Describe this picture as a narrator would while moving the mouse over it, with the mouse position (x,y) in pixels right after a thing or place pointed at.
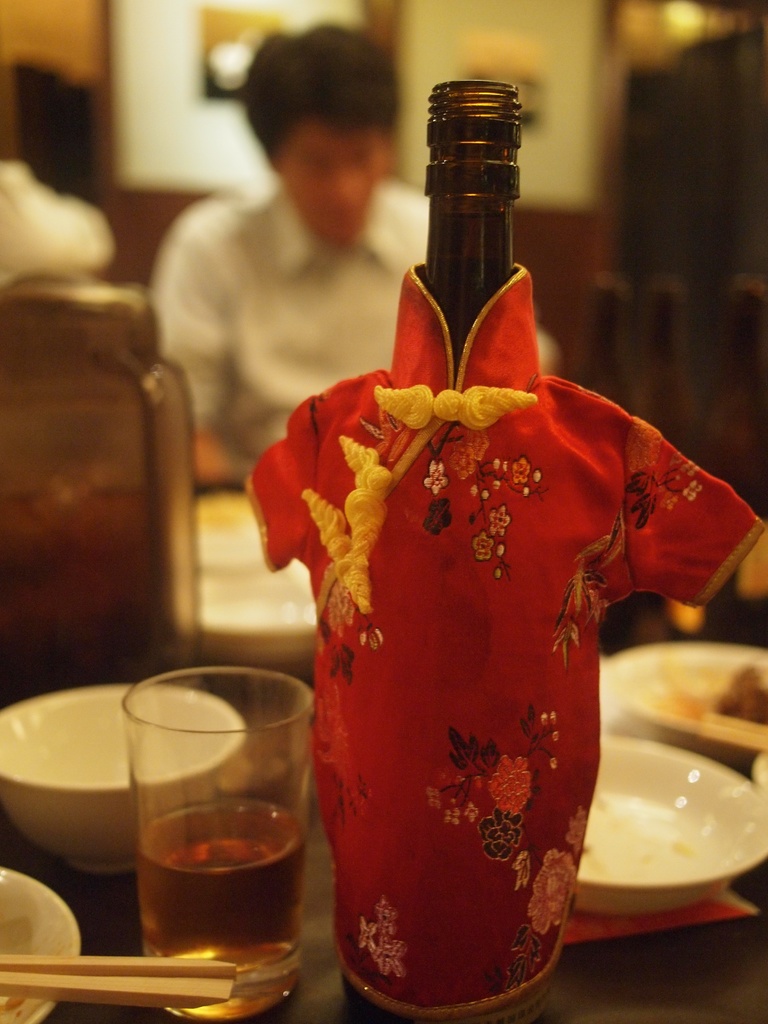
In the picture we can see a table (312,942) on it, we can see a glass of wine (283,953) and besides, we can see some bowls (641,778) which are white in color and a bottle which is dressed up with a shirt (418,812) which is red in color and in the background (248,420), we can see some person (269,411) sitting on the chair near the desk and behind him we can see a wall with a photo frame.
